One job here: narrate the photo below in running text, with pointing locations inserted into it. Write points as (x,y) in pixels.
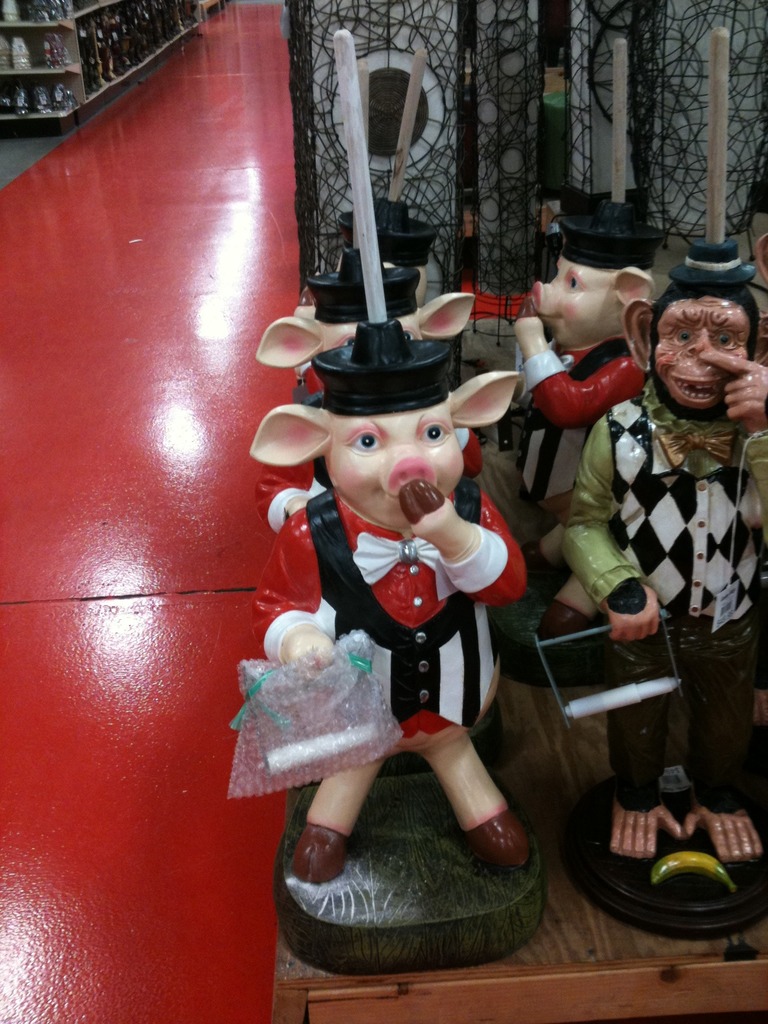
In this image we can see some toys (480,500) on the wooden table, there are some objects (152,29) on the racks (16,69), also we can see the red colored floor (163,451).
